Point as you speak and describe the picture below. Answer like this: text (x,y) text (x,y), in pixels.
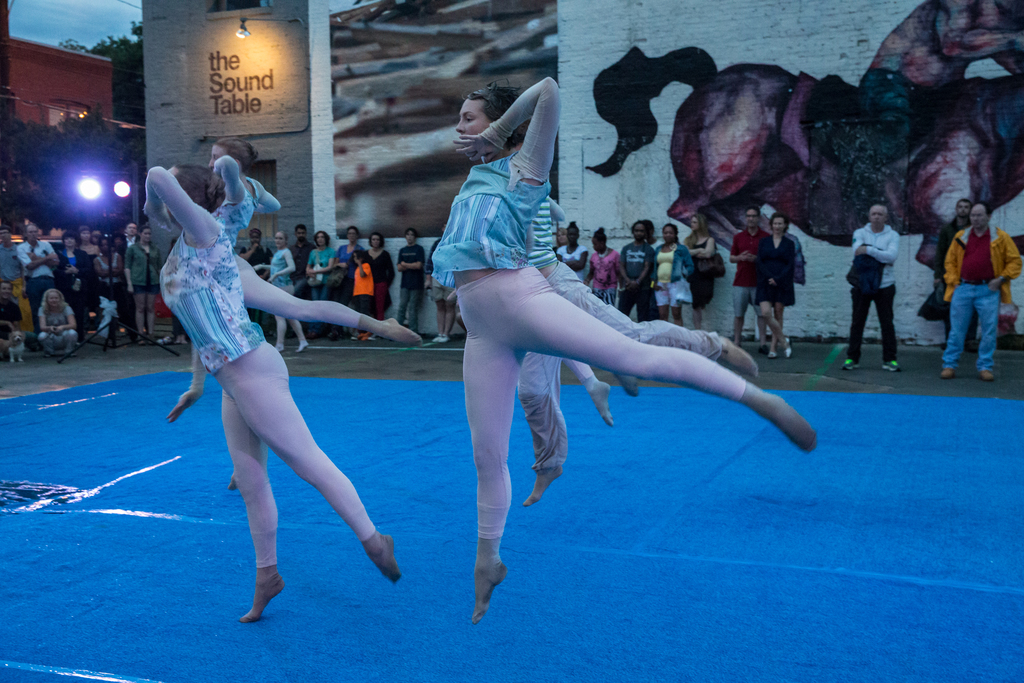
In this picture we can see some people (512,366) dancing here, in the background (661,310) there are some people (413,279) standing and looking at them, we can see a wall (580,85) here, on the left side (121,191) there is a light (97,183), we can see a tree (123,77) here, on the right side (827,145) there is a wall painting (870,98), we can see the sky (51,30) at the left top of the picture (55,36).
